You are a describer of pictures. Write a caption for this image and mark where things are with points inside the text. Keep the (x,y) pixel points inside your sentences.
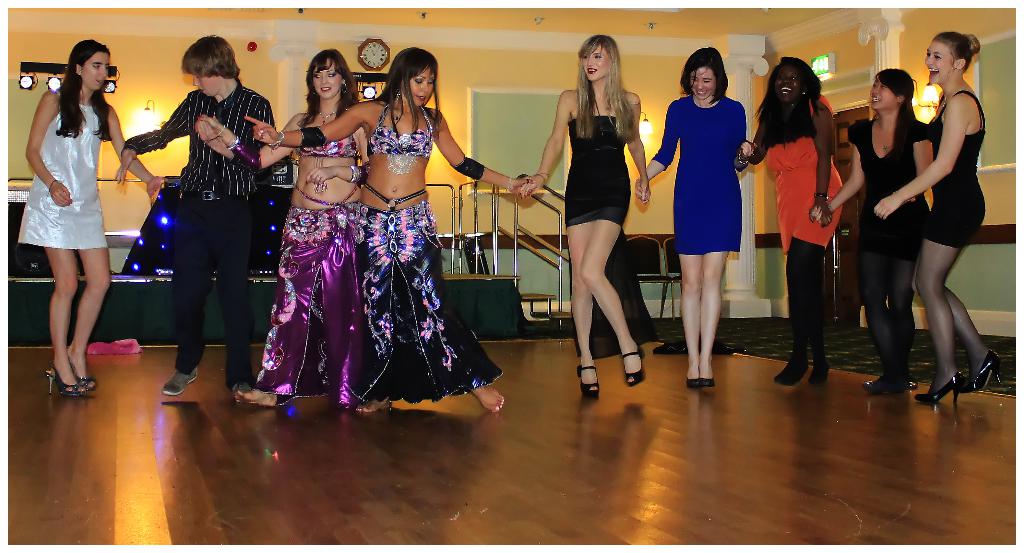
In the image there are a group of people (691,312) dancing on the floor (185,424), behind them there are lights (139,122), stairs (521,246) and in the background (112,20) there is a wall (354,41), there is a clock (364,57) attached to the wall (319,46).
